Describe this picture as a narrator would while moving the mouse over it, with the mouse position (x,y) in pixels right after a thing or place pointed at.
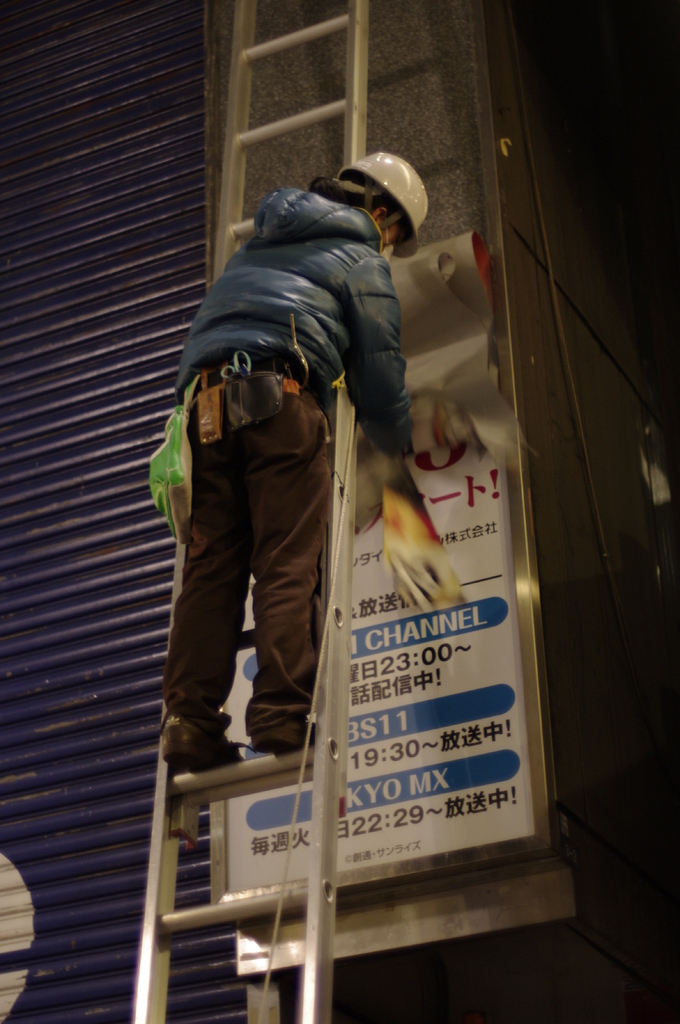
Here we can see a person (197,590) standing on a ladder (228,129) which is inclined on a wall (264,192) and there is a helmet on his head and a bag belt (225,392) tied to his waist (312,375) with some items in it. On the left (54,250) there is a shutter (77,662) and on the wall (433,959) there is a hoarding (461,656) and a poster (455,667).
